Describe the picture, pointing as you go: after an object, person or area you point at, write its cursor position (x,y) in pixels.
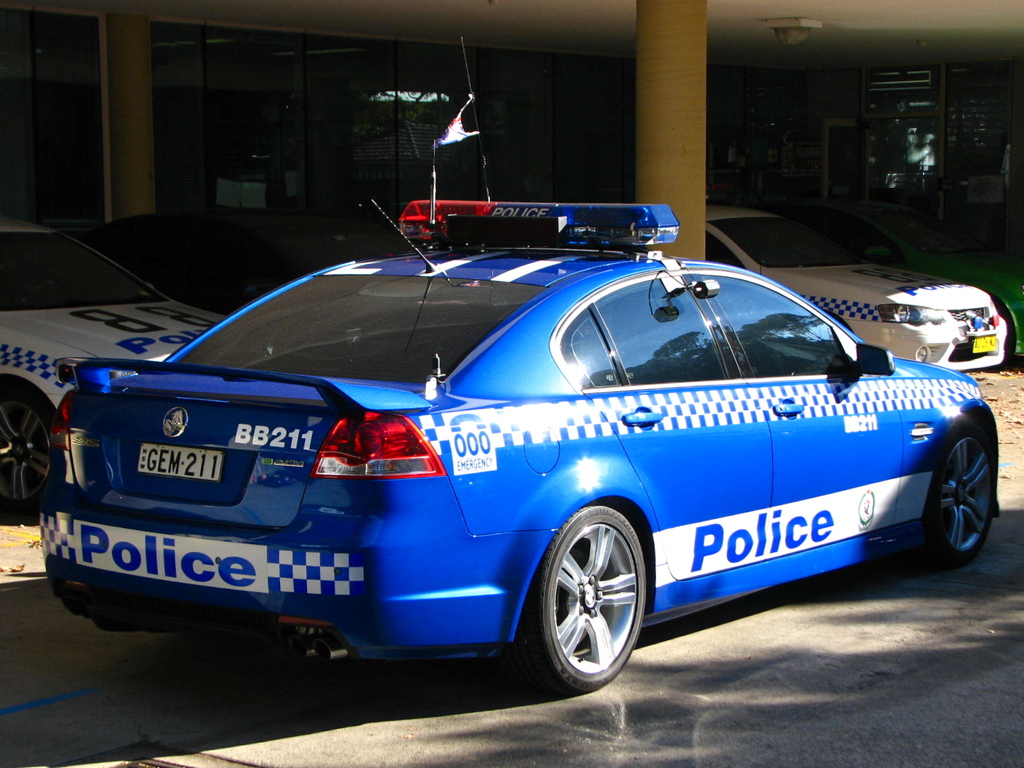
This image is taken outdoors. At the bottom of the image (271,720) there is a floor (701,720). In the middle of the image (533,442) a car (454,257) is parked on the floor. At the top of the image (415,28) there is a ceiling (829,29). In the background (577,126) there is a wall (162,126) and there two pillars (704,113) and four cars (753,261) are parked on the ground (996,378).
